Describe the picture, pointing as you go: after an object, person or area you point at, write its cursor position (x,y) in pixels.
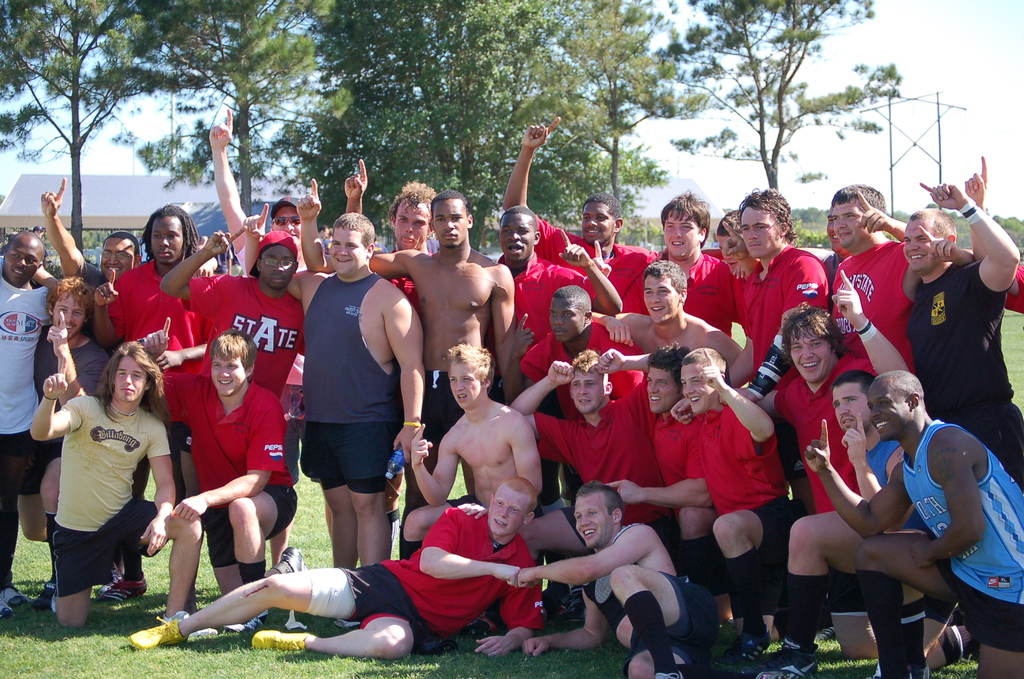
In this image I can see a group of people (357,397) on the ground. In the background (629,202) I can see tents (642,203), trees (149,170), metal rod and the sky (978,67). This image is taken may be during a day.
